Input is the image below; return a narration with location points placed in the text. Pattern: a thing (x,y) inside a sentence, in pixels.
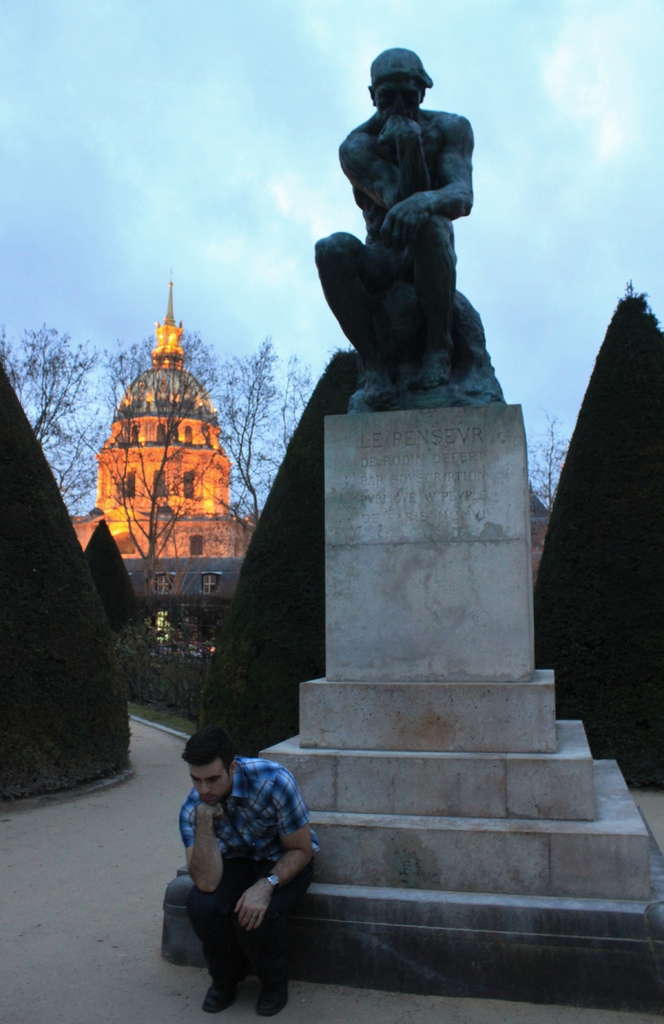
In this image, I can see the sculpture (437,395) of a person (414,146) sitting on a pillar (305,948). At the bottom of the image (241,900), there is a person (235,913) sitting. In the background (177,530), I can see a building (166,509), trees (321,513), and there is the sky (256,339).
